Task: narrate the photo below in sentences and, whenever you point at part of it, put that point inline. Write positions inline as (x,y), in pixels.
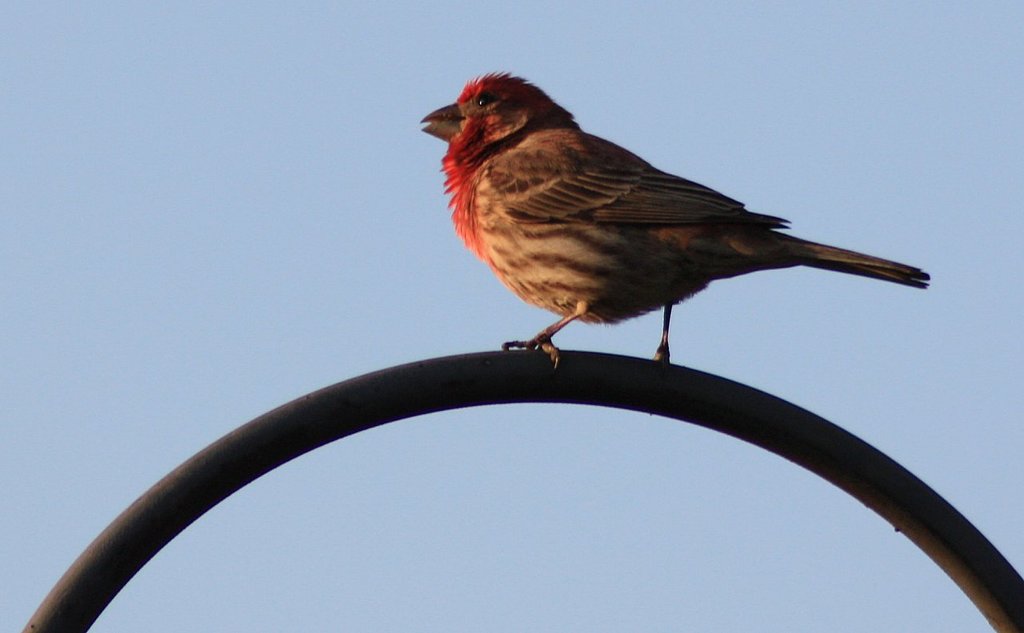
This image is taken outdoors. In the background (253,203) there is the sky (934,399). In the middle of the image (558,223) there is a bird (582,268) on the metal rod (815,430).
